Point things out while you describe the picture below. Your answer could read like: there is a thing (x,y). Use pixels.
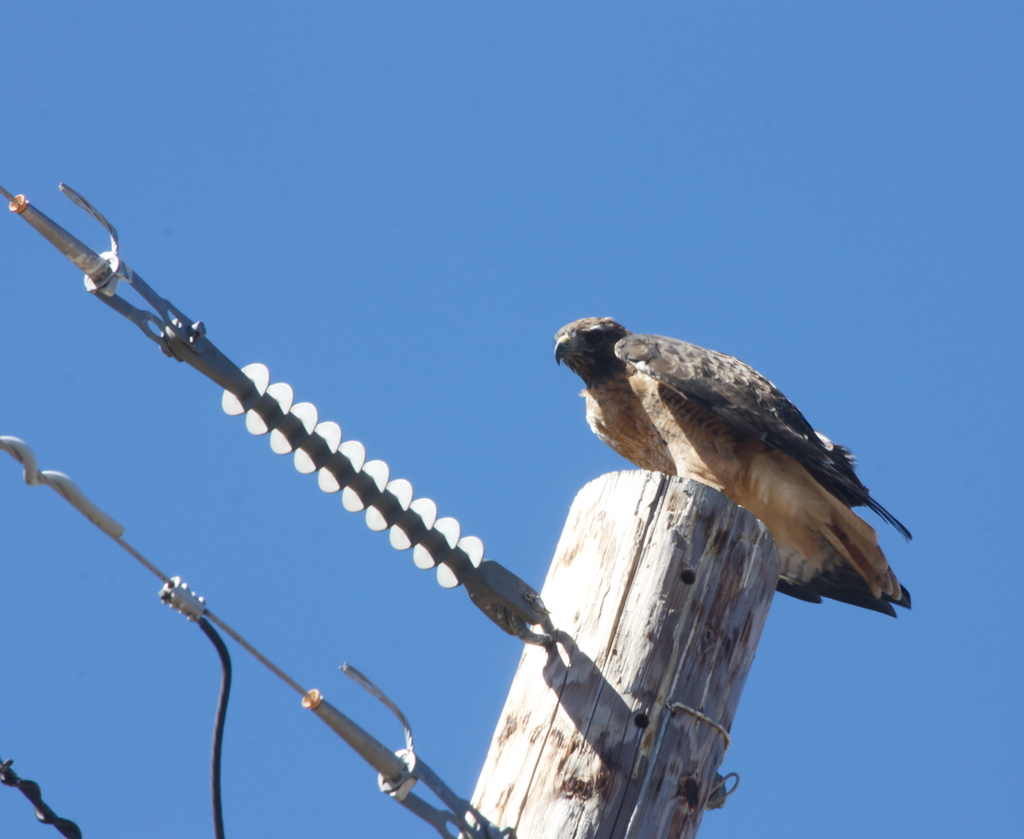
There is a bird (773,495) on wooden pole (643,748) and we can see wires (227,373). We can see sky (193,508) in blue color.
